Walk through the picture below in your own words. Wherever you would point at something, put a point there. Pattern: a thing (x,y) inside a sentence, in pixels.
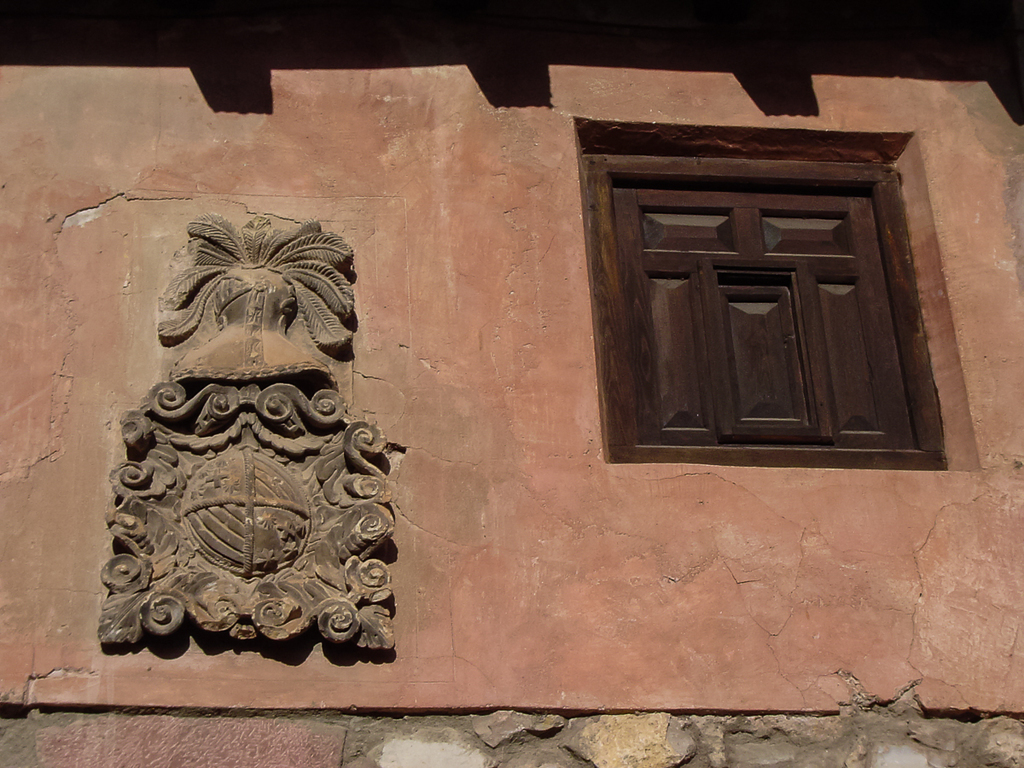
In this image there is a wall (536,337), window (597,333) and stone carving (215,448).
